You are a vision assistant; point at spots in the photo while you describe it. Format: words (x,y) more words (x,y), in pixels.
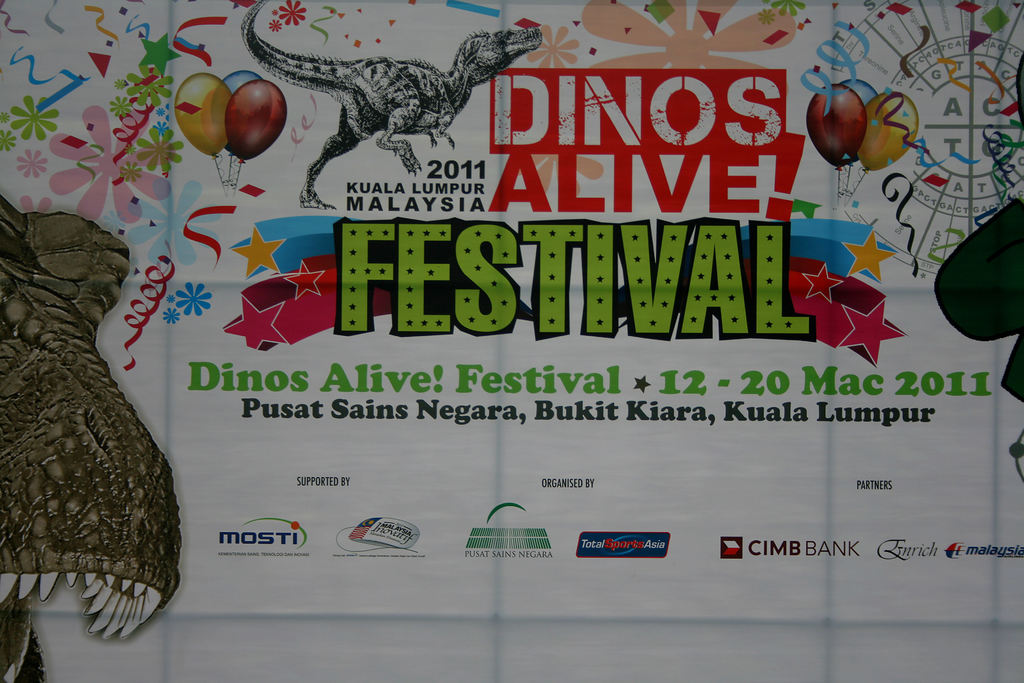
In this image we can see a poster (538,421) of a festival.
